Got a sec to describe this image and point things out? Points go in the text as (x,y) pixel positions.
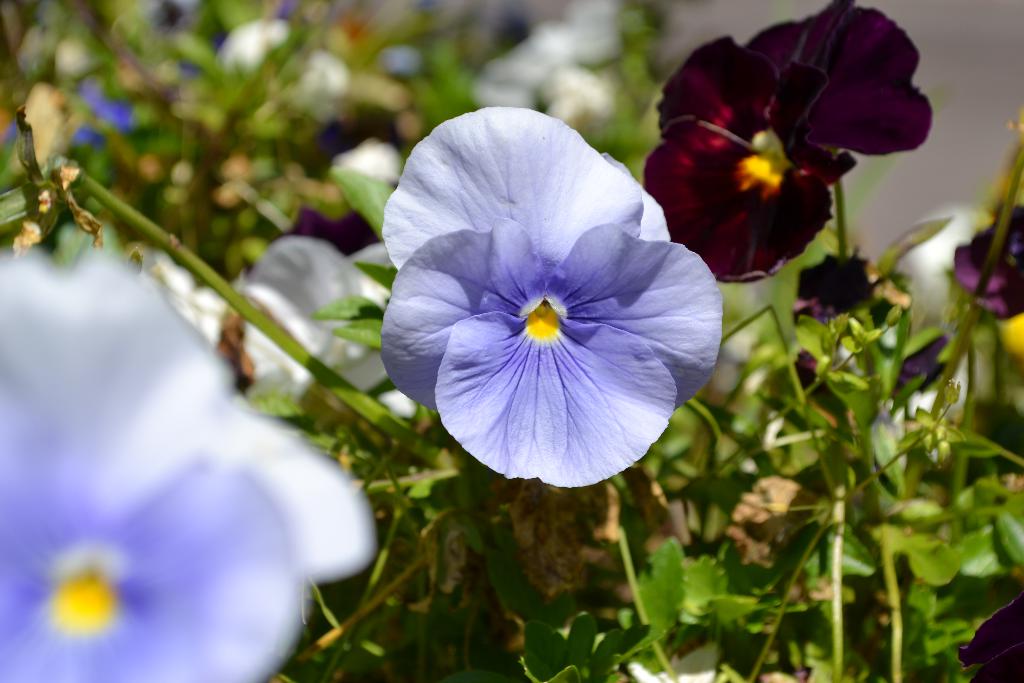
In this picture there is a blue flower (488,300) and red flower (710,161) on the plant (665,454). On the left (319,483) we can see many flowers (80,494). On the bottom right (748,628) we can see leaves (917,541).
